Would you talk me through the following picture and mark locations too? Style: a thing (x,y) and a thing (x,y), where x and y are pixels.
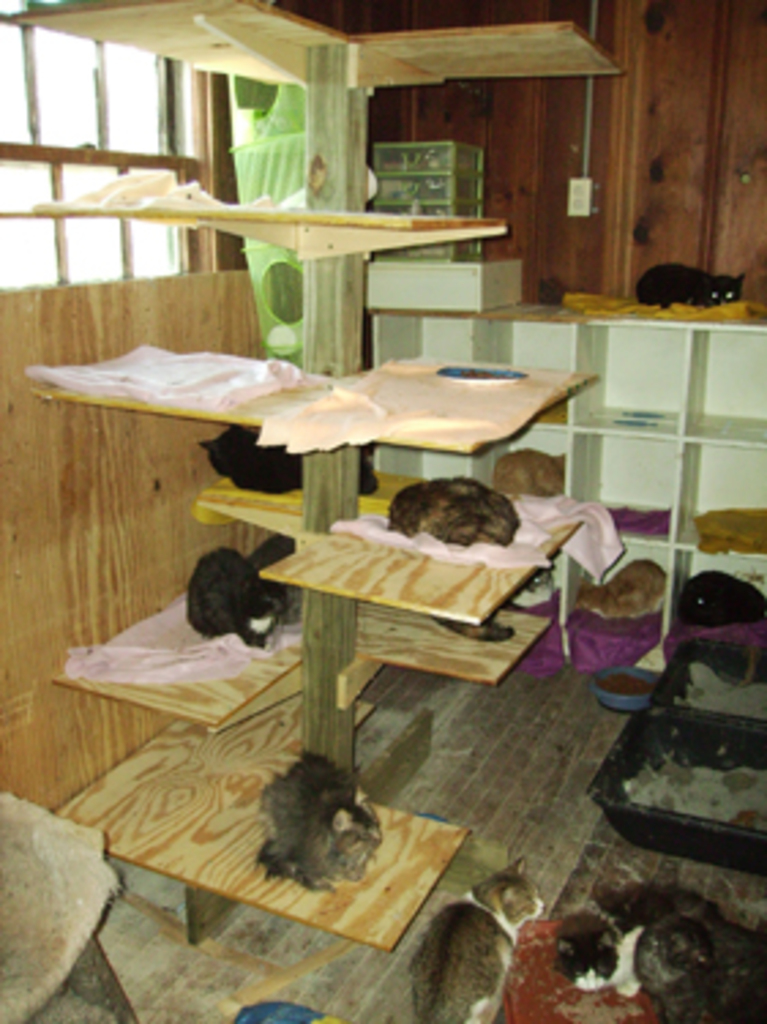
In this image there are cats (279,454) everywhere in a room (476,712), there are baskets (642,821), cupboards (627,661), wooden pole (329,494) with shelves (295,519) and some other objects (419,188), in the background of the image (579,207) there is a wooden wall (566,169) with electrical switches (577,200) and glass windows (69,166).
